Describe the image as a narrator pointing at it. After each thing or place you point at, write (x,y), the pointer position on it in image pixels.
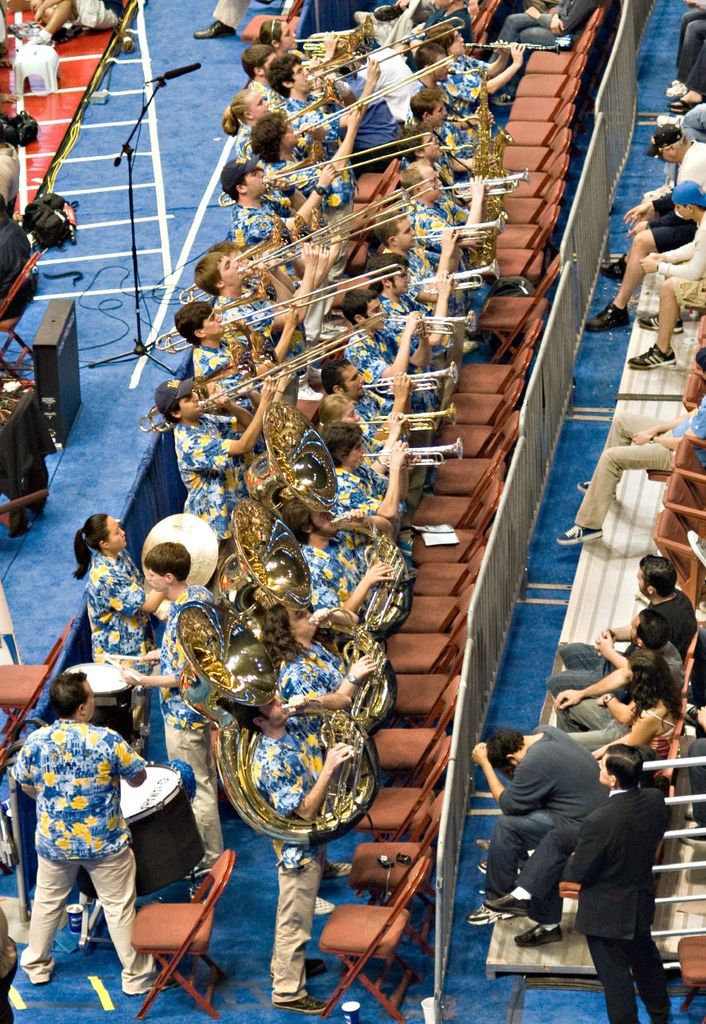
In this picture there are people (363,146) those who are standing in series in the center of the image (323,545), they are playing trumpet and there are other people (517,31) those who are sitting on the right (578,823) and left side of the image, there is a mic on the left side of the image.
